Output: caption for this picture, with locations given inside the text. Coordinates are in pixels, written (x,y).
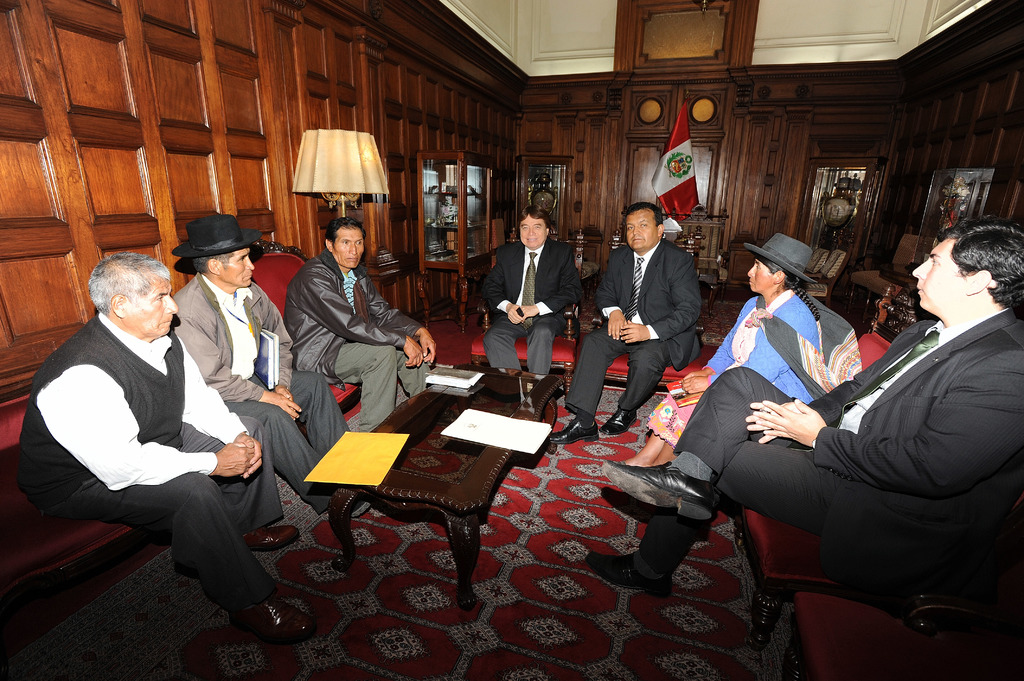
In this image we can see a few people (1018,410) sitting on a chair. They wore a suit (661,287) and they are discussing about something. In the background (348,170) we can see a flag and a table lamp (356,180) which is on the left side (335,180).
